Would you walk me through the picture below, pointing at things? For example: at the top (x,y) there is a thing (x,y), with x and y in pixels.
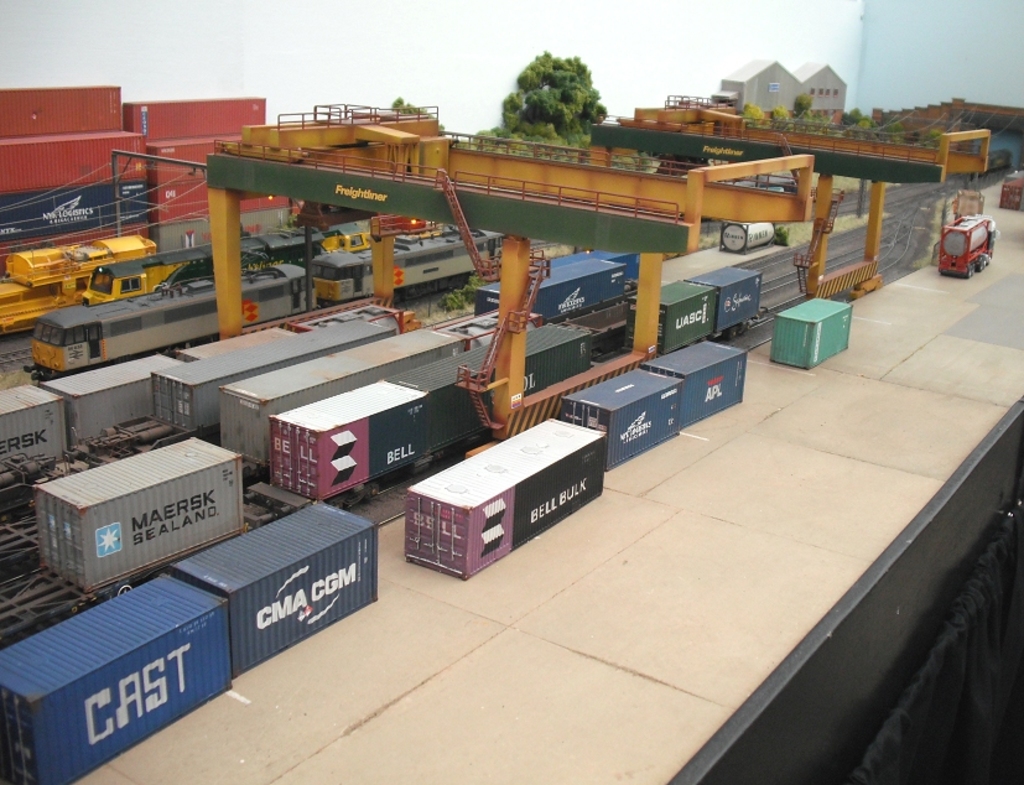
In this image I can see a few trains (88,354) and few containers (131,512) on the railway track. They are in different color. I can see containers (552,518) on the floor (716,542). I can see trees (531,77), houses (776,92) and containers cranes (822,153).
